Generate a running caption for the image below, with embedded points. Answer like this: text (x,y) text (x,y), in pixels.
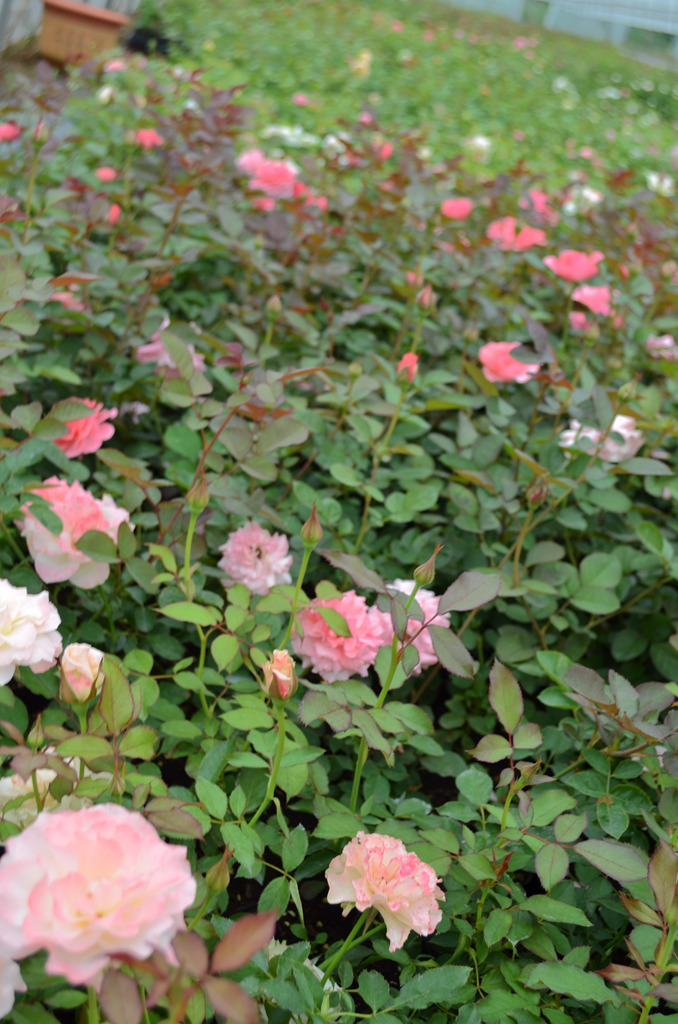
It is a flower garden (311,649) there are beautiful pink and white roses (630,451) to the plants (594,587).
